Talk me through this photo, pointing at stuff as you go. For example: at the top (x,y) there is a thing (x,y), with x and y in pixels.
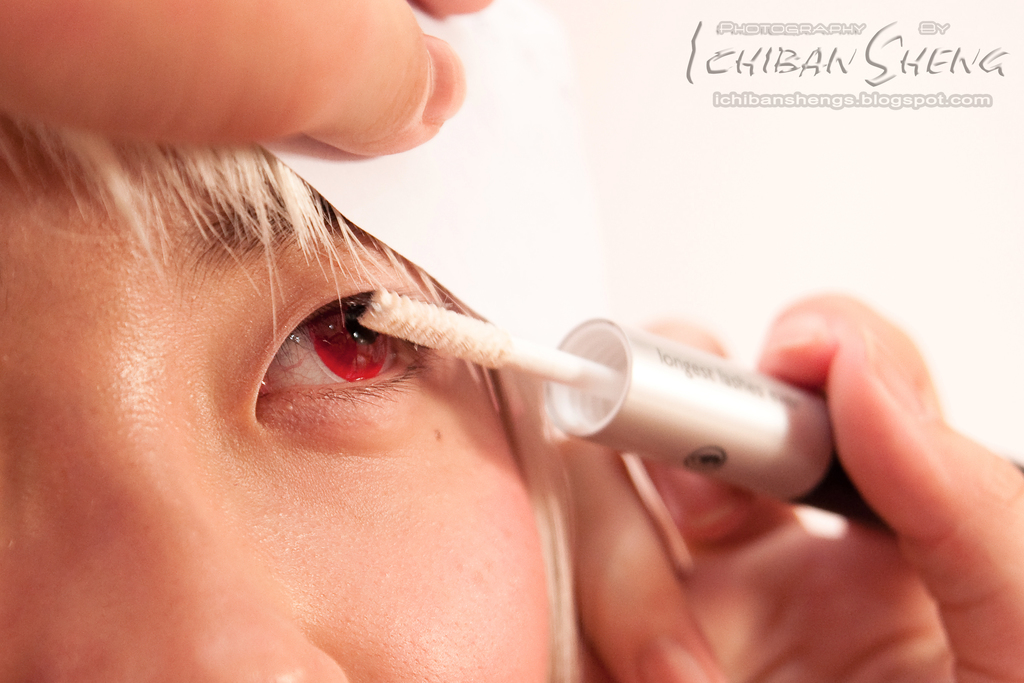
In this image, I can see a person (386,593) holding a paper (542,315) and an object (745,417). This is the watermark (765,74) on the image.
